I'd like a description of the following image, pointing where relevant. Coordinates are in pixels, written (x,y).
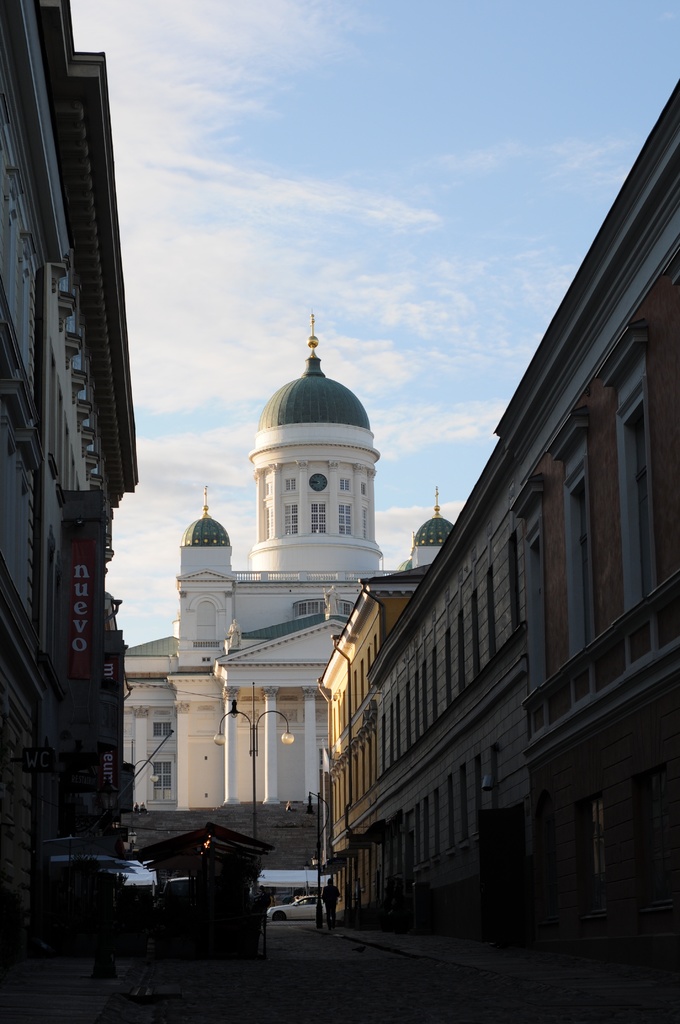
In the picture I can see buildings (349,836), street lights (312,804), vehicles (283,907) on the road (278,923) and some other objects (292,880). In the background (357,301) I can see the sky (389,290).
